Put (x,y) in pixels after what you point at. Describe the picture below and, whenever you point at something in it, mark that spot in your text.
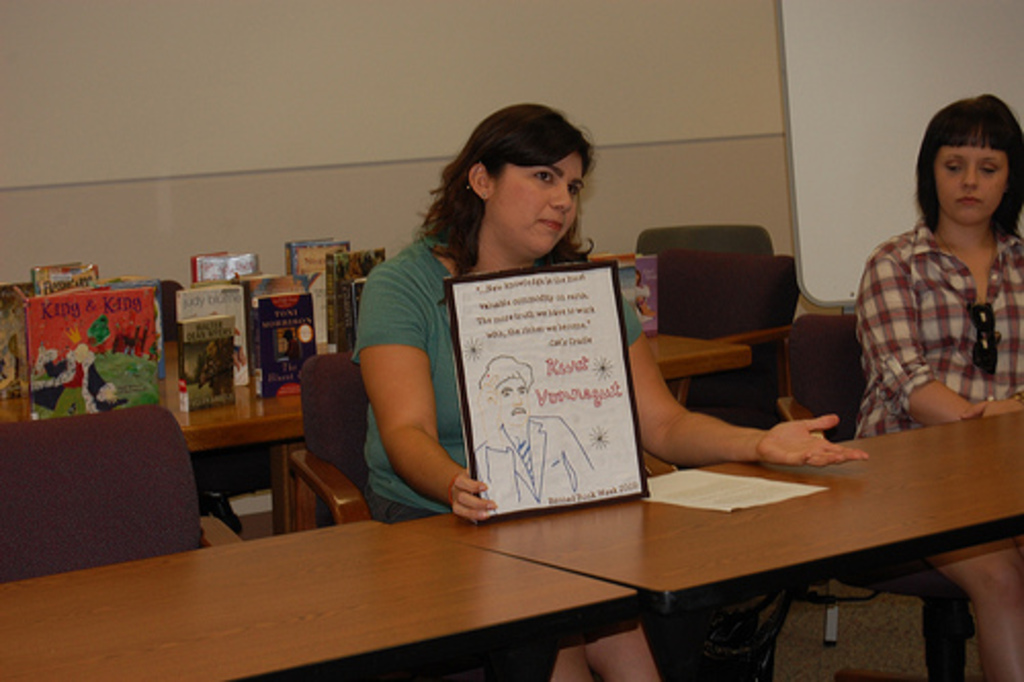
In the image we can see there are women (944,324) who are sitting on chairs (363,426) and a woman (689,423) in the middle (514,387) is holding a photo frame (578,426) and at the back (303,320) there are books (217,296) kept on the table (233,402).
